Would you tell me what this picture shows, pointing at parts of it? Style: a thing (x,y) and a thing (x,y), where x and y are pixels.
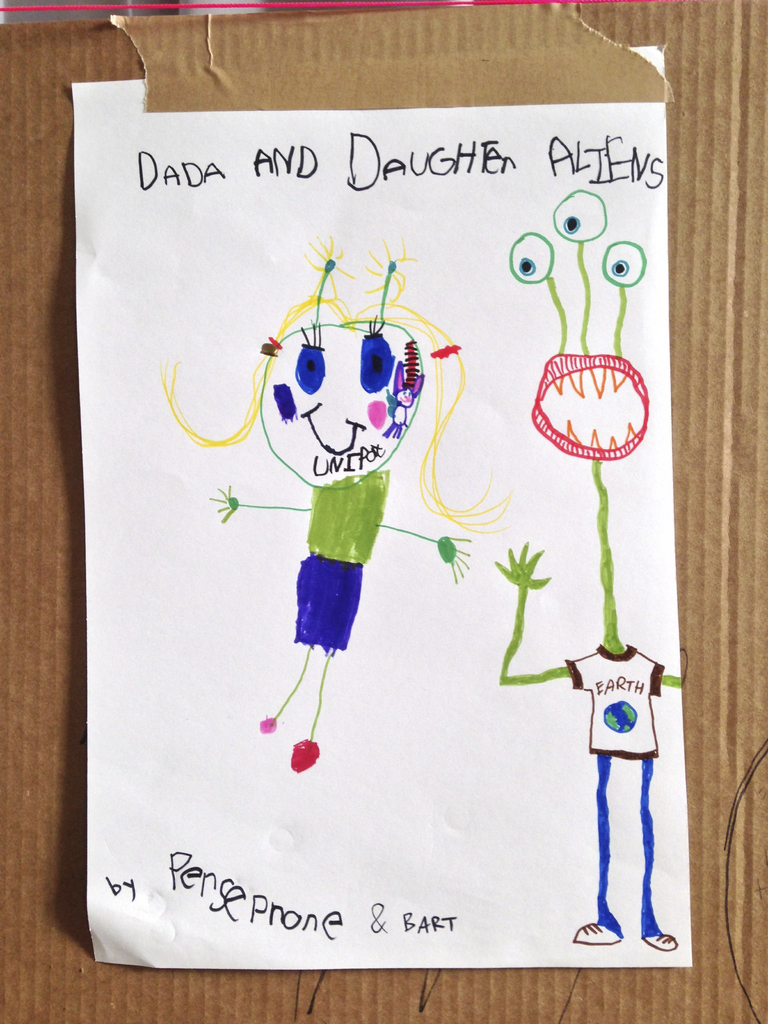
In this image there is a cardboard (679,186) attached with some paper (403,614) having some drawing (509,663) and some text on it.
